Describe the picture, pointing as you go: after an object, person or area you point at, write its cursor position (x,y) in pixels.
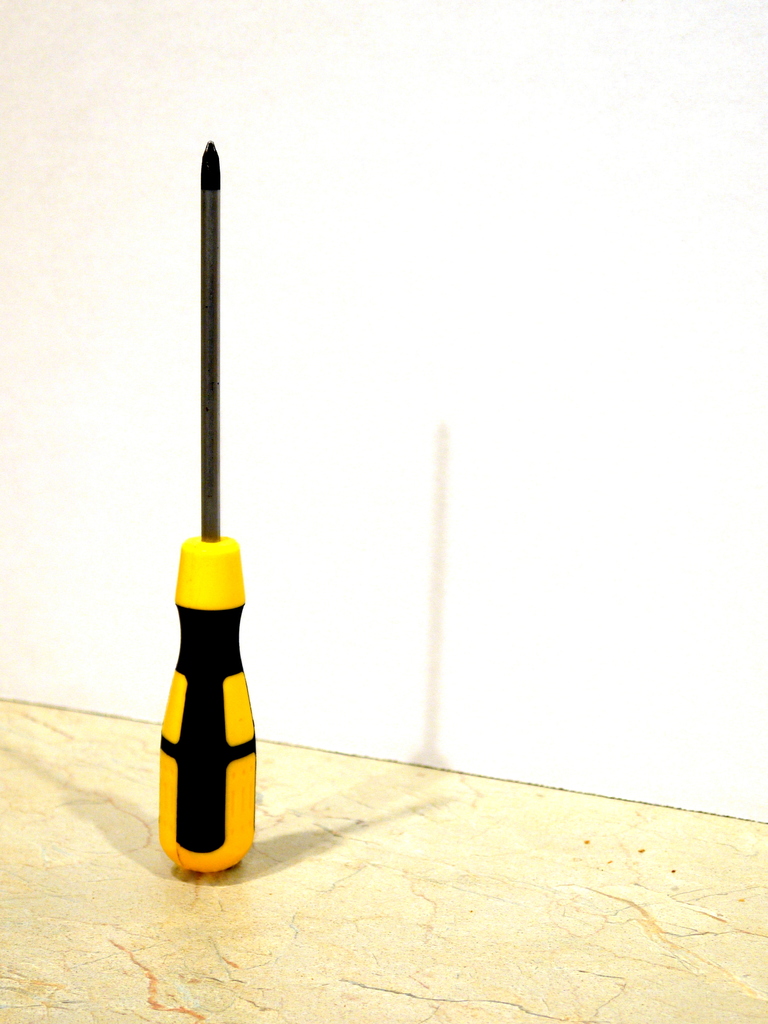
In this image I can see a screwdriver (238,626) in yellow and black color.
